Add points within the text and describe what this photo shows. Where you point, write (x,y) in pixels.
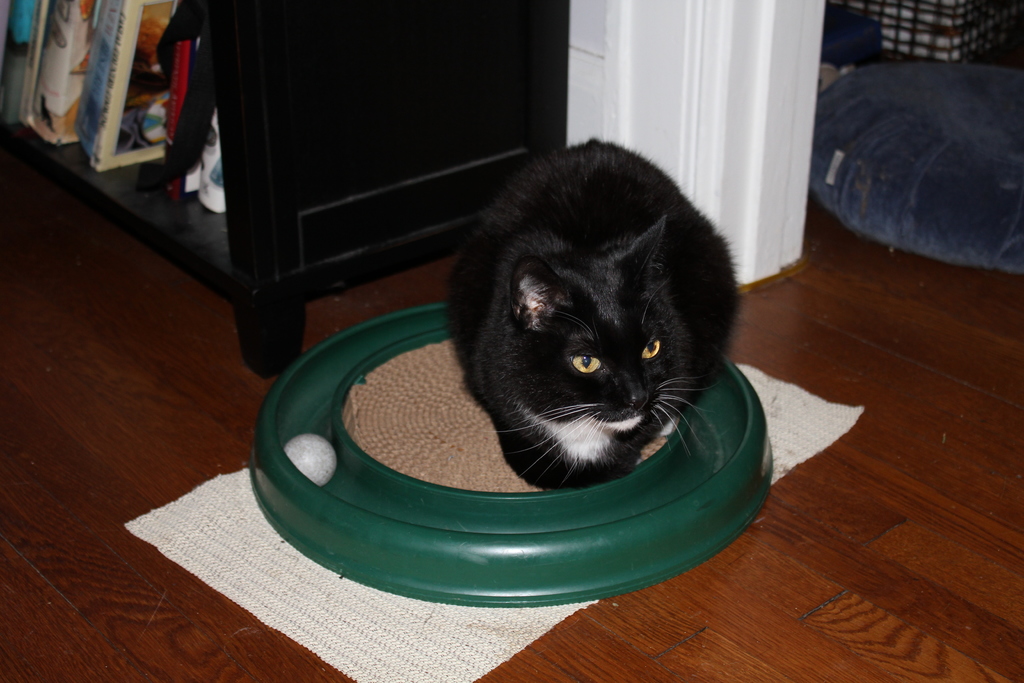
In this picture there is a black color cat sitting on the green color dish (450,522) which is placed on the wooden flooring tile (225,646). Beside there is a wooden rack (262,273) with some books (49,75) in it.
